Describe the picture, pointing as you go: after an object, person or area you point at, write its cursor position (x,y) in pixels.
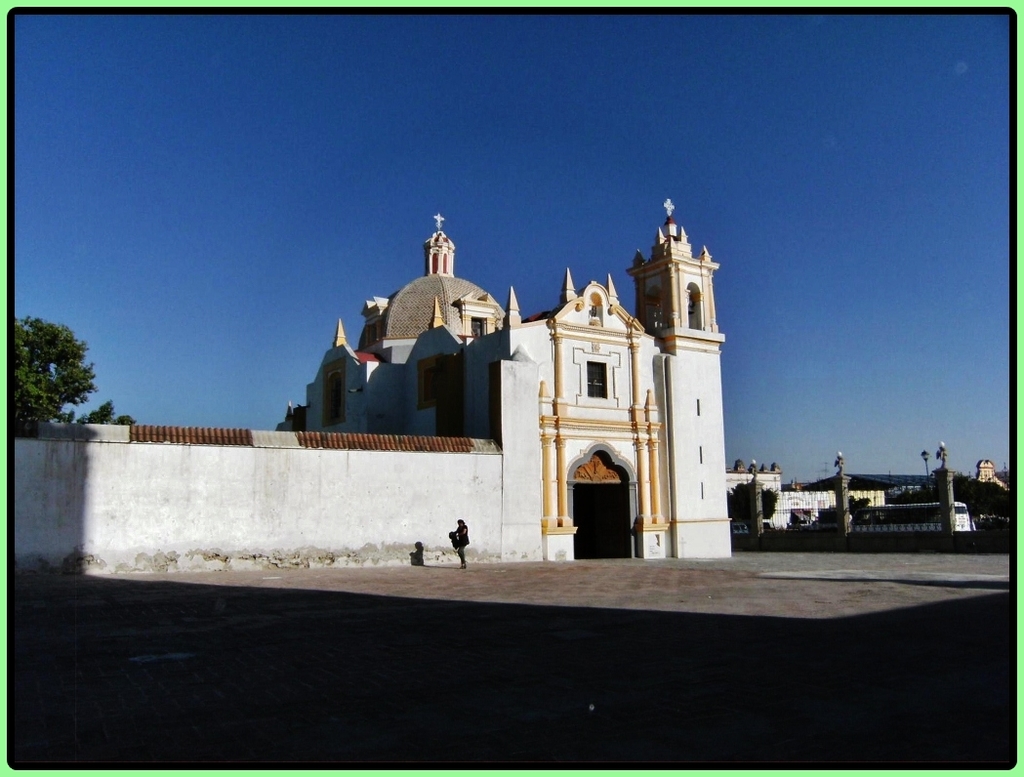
In this picture, in the middle (598,510), we can see a building (616,436), pillars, cross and a window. In the middle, we can also see a person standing on the land (593,598). On the right side (848,472), we can see some buildings (863,476), pillars (949,510), trees (913,497). On the left side (184,563), we can see a wall (156,535), trees (75,363). On the top (632,96), we can see a sky (635,87).
